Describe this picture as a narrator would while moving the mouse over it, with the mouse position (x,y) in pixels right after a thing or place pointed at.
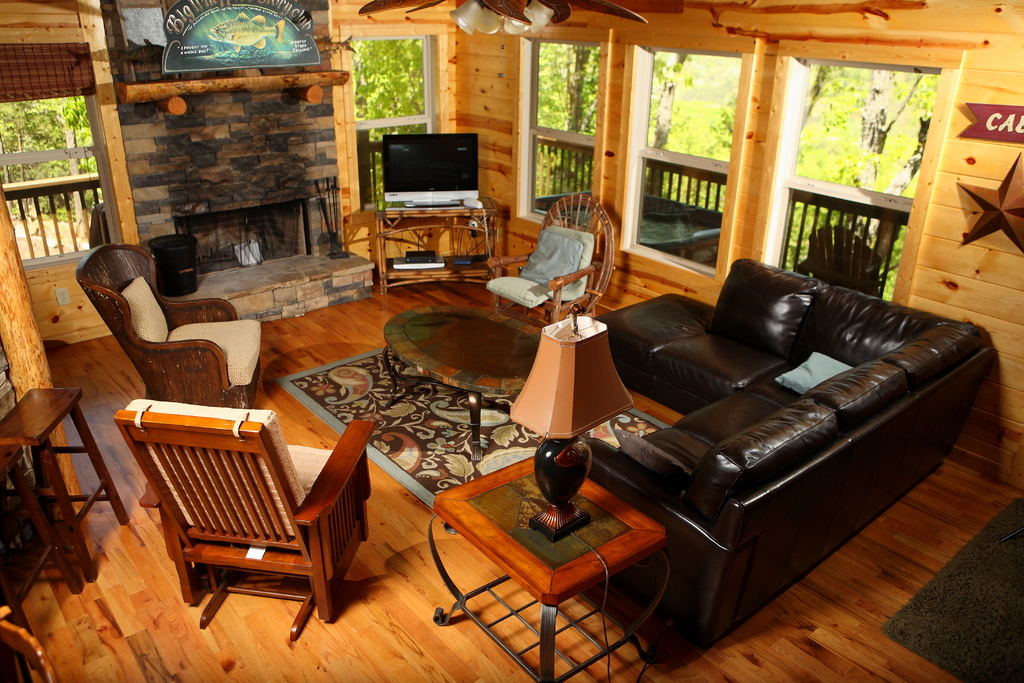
In this picture there is a room (488,63) with a sofa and a fireplace (240,219), a chair (219,342), there is a window (70,119) on the left (37,139) and we can see trees (30,115) from here and the floor (86,622) is made of wooden (398,636).
